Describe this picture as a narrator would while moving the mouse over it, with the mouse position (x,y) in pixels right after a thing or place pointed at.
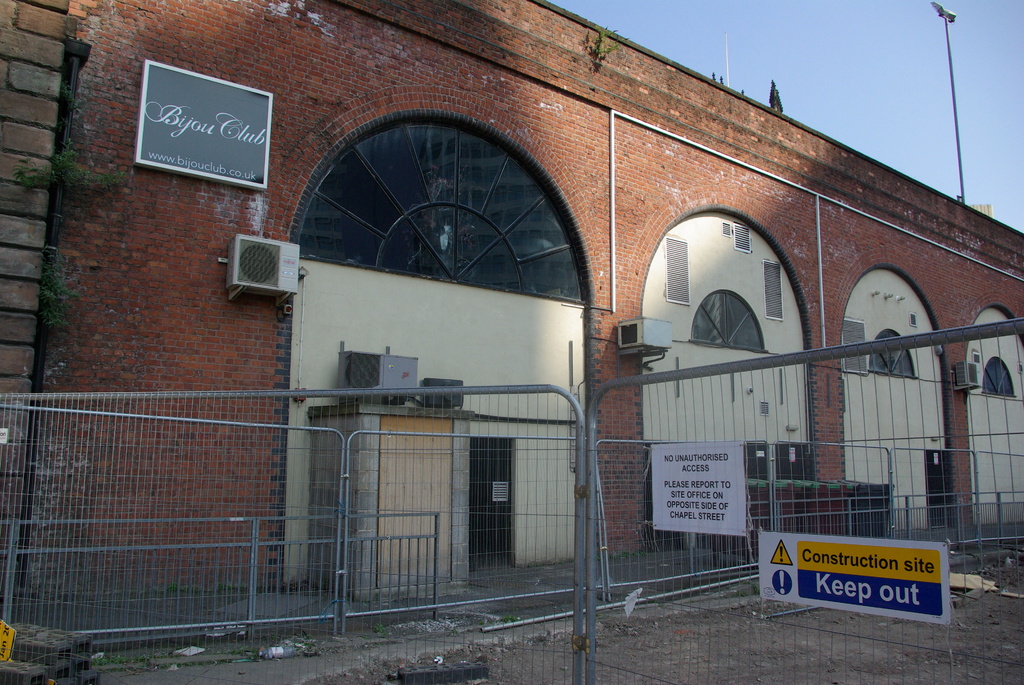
In the picture we can see the building wall (1004,489) with bricks (952,490) and near to it we can see a railing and on the top of the wall (804,210) we can see a pole (957,136) and behind it we can see a part of the sky (720,39).
